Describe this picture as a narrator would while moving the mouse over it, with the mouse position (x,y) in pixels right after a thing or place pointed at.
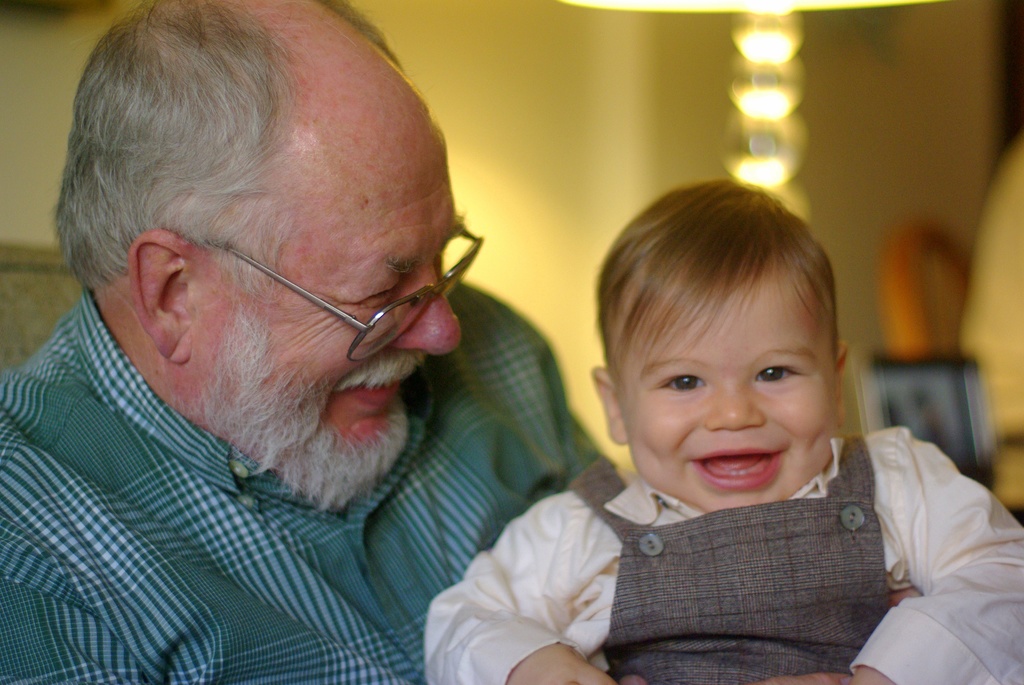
This picture is clicked inside the room (256,313). In the foreground (216,443) we can see a man (201,444) wearing shirt (349,581), smiling and seems to be sitting and we can see a kid (774,557) smiling and seems to be sitting. In the background (875,147) we can see the lights (783,97), wall (464,87) and some other objects (974,363).
